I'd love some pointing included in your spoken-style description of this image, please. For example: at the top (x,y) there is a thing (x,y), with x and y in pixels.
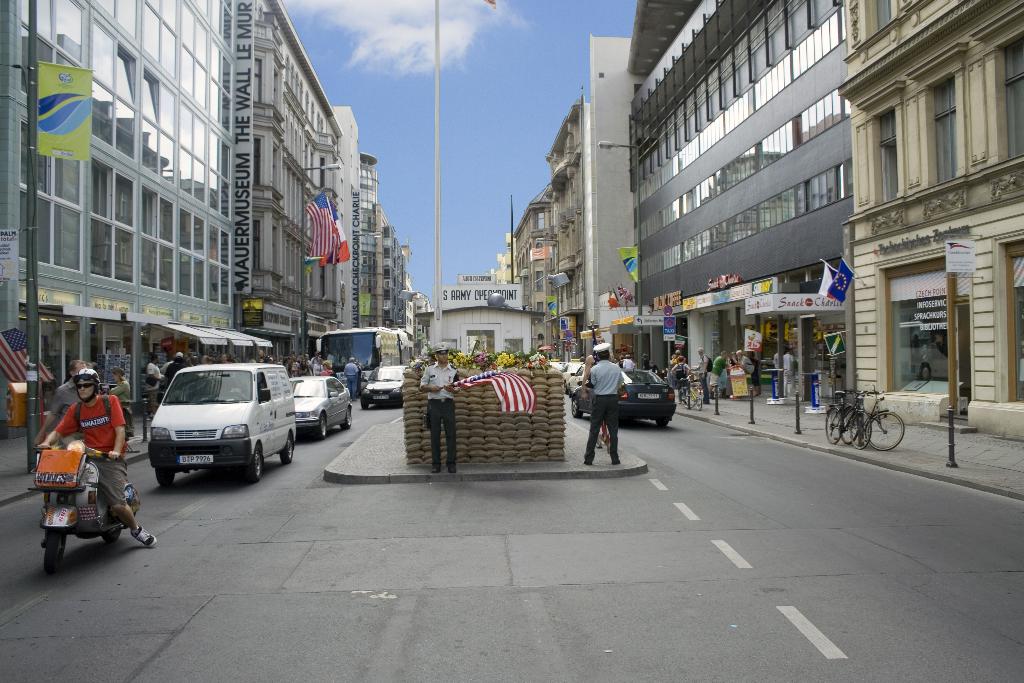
In this image I can see the road (245,496), few vehicles (76,488) on the road (664,448), the sidewalk (972,482), few bicycles (865,432) on the sidewalk (788,408) and few persons (165,385) standing on the sidewalk (722,417). I can see few poles (29,60), few flags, few buildings (256,192) on both sides of the road (542,584) and few plants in the middle of the road (504,555). In the background (501,173) I can see the sky (472,159).
